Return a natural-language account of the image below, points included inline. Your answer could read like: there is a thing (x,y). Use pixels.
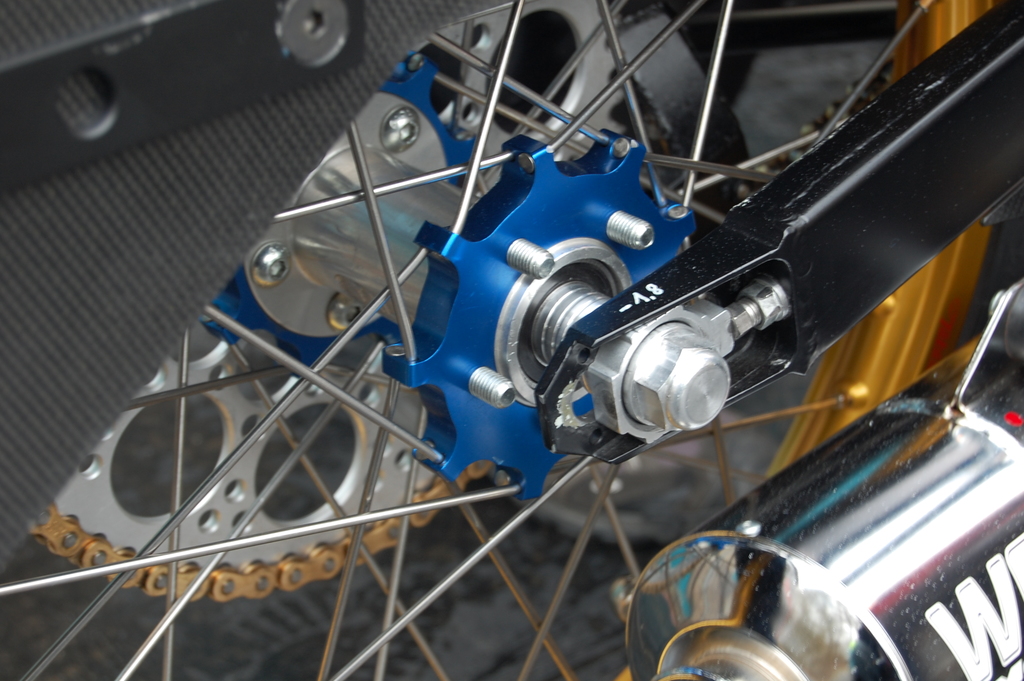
In this image we can see there is a motorbike wheel (440,341) and a silencer (1010,471).
